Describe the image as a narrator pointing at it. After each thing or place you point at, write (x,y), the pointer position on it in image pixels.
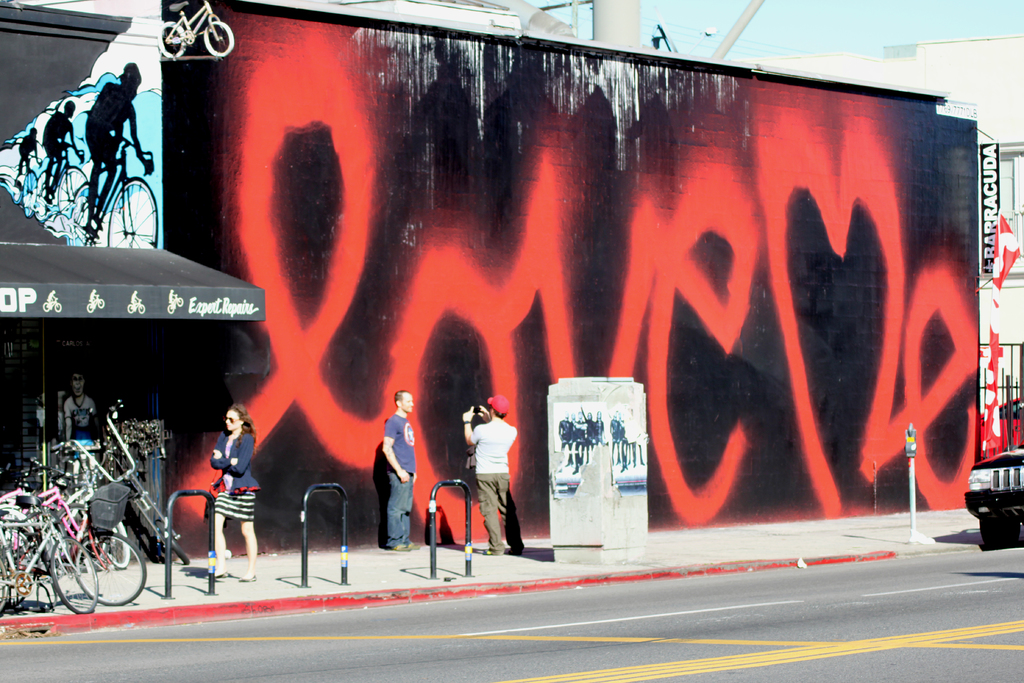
In the image we can see a wall (691,328) and there is a painting (539,273) on the wall (538,276). There are people (408,474) standing and walking, they are wearing clothes (249,464). There is a road (923,634), on the road (886,607) there is a vehicle (987,489). This is a pole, bicycle (35,461), electric wires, buildings (937,78), poster (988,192) and a sky (818,26).
